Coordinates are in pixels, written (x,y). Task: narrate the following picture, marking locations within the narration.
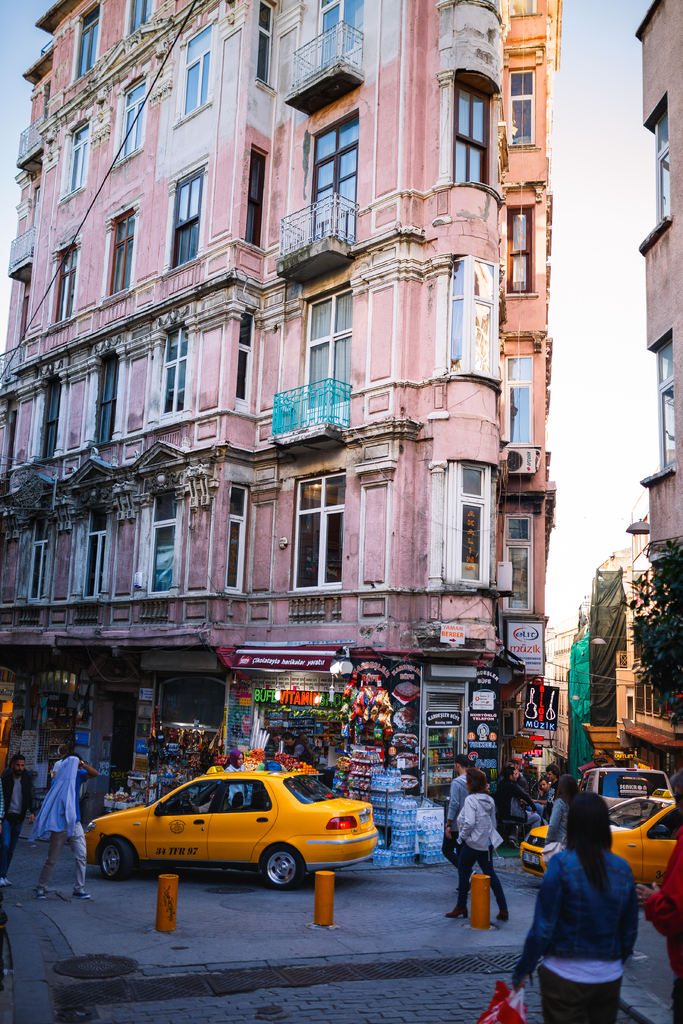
In this image we can see buildings (327,308). On the right (663,608) there is a tree (669,583). At the bottom (173,818) we can see vehicles (313,846) on the road (186,923) and we can see people (8,802). There are stores (344,759). In the background (632,126) there is sky (609,177).
